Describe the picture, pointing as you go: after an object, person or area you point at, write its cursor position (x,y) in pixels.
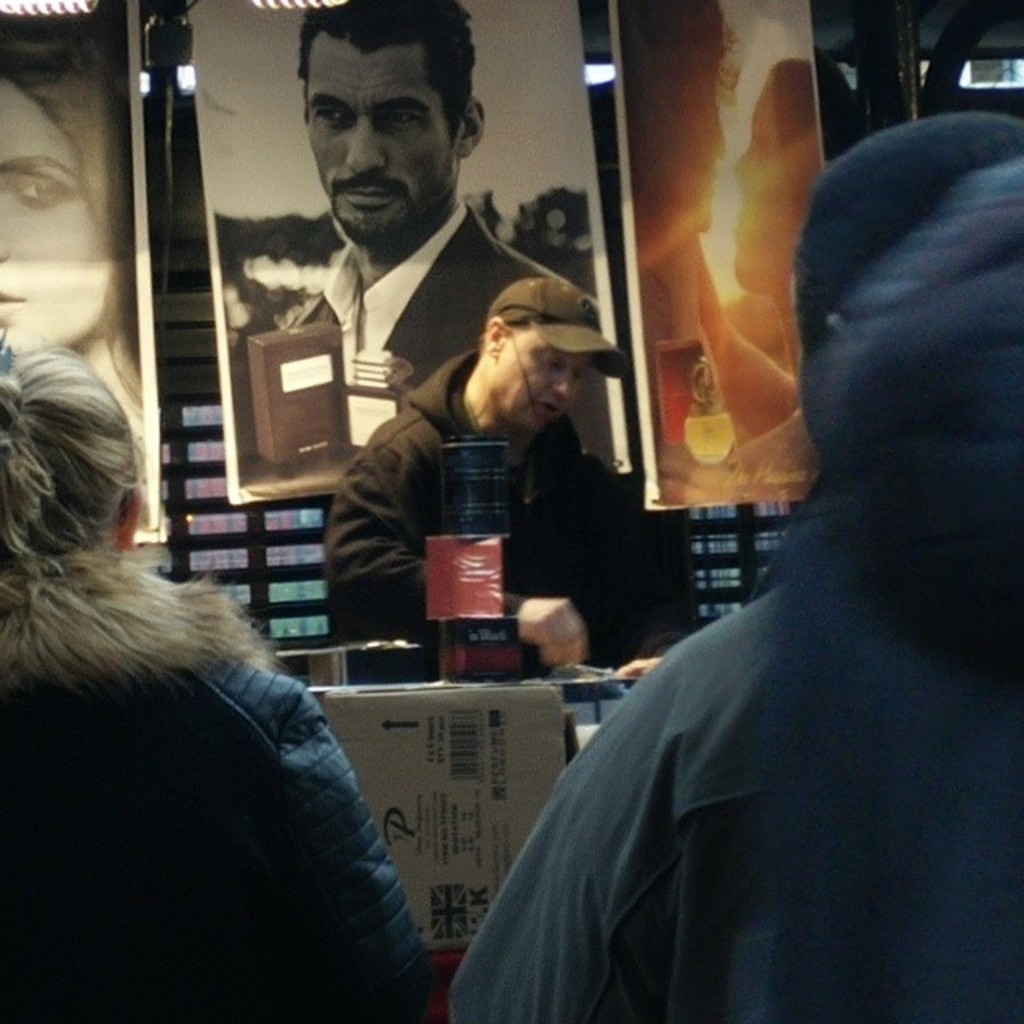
In this image in the foreground (1019,481) there are two people (174,842), and in the center (529,465) there is one person (518,487) who is talking and he is wearing a cap (577,318) and he's doing something. In front of him there are boards (467,702) and objects (474,677), in the background (492,222) there are some photos (352,128) and window (217,492).
